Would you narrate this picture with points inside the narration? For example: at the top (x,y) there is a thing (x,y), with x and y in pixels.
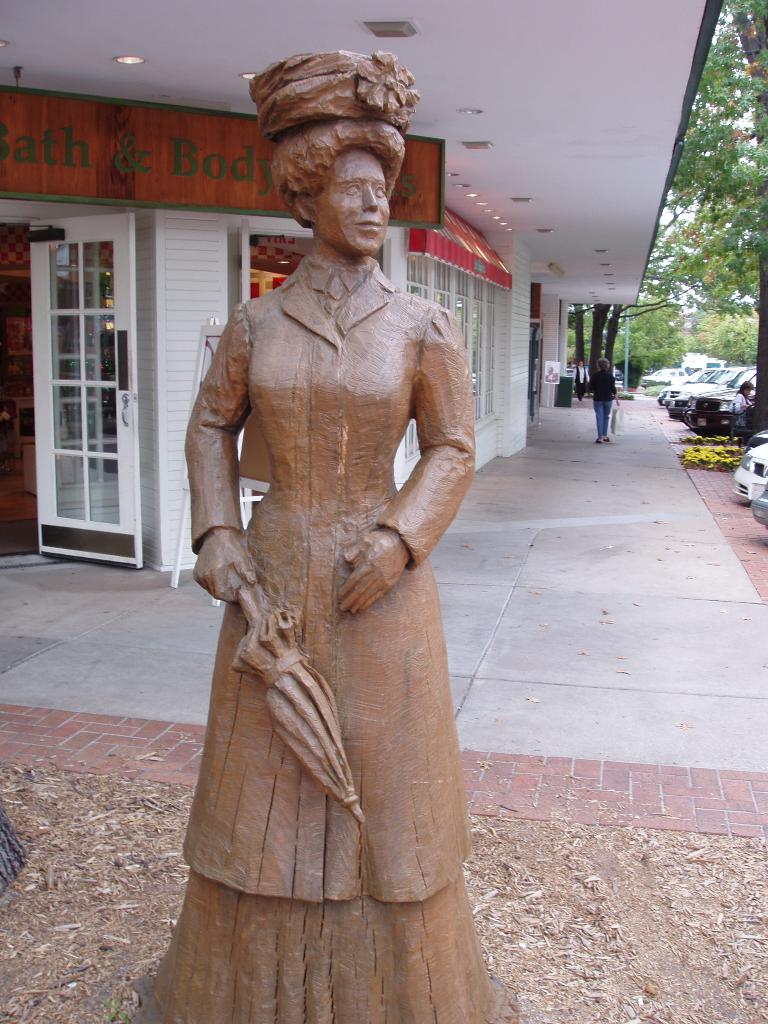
In this picture we can see statue (357,607) of a woman (311,417) and umbrella (262,649). In the back (602,378) there is a person (612,383) who is wearing black shirt (600,389), jeans (599,412) and shoe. He is holding a plastic bag (623,426). Besides him we can see many cars (713,392) which are parked near to the tree (718,330). Here we can see a pole (626,345). On the left (123,501) there is a door (82,479) near to the board (239,160). Here we can see lights (510,229).
